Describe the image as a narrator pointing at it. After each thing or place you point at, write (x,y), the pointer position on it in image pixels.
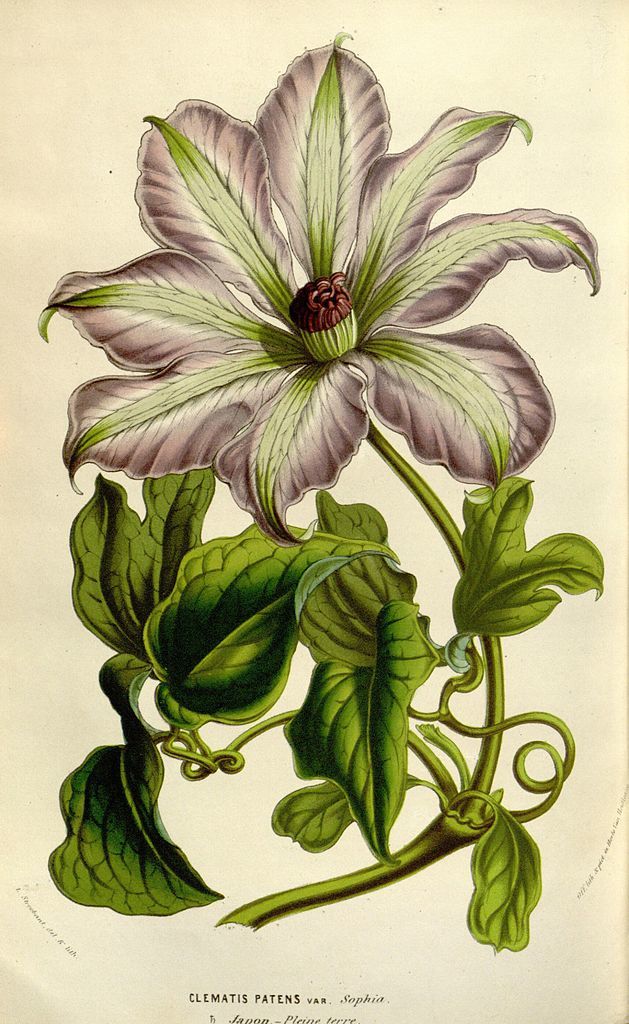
In this image there is a drawing (275,573) of a flower (137,281), in the bottom (210,1003) there is a text (298,1003) written.
